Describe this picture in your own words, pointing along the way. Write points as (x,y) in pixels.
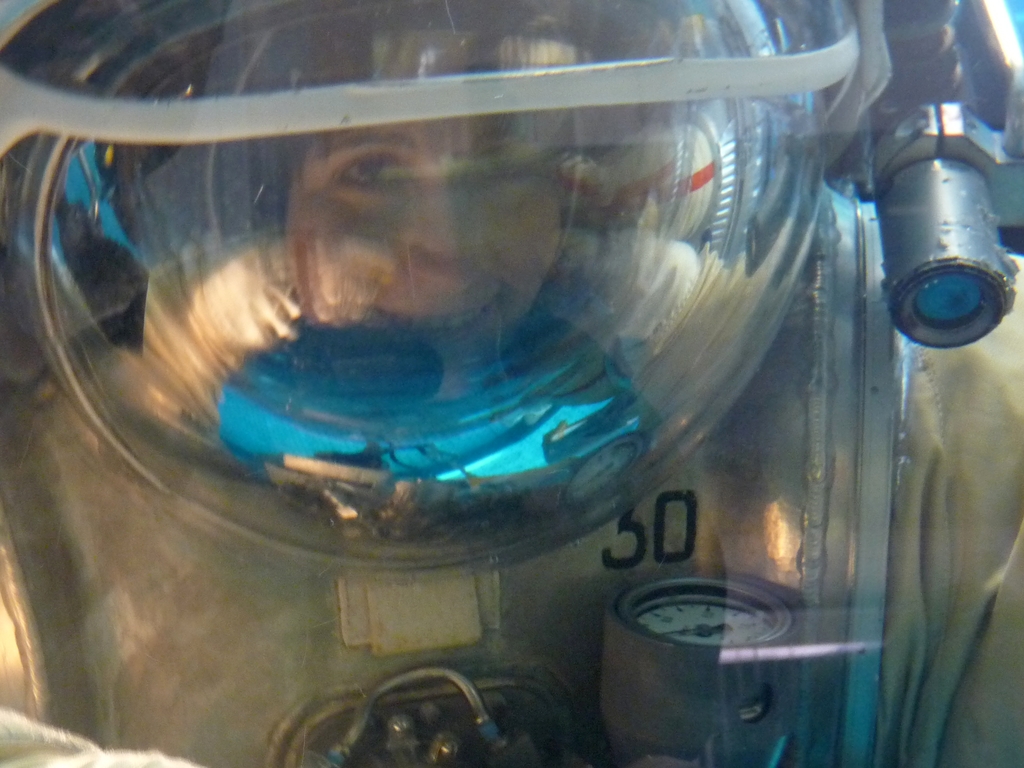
This is a zoomed in picture. In the foreground (79,565) there is a person (778,287) wearing helmet (463,313) and some other objects (959,24) and smiling.
